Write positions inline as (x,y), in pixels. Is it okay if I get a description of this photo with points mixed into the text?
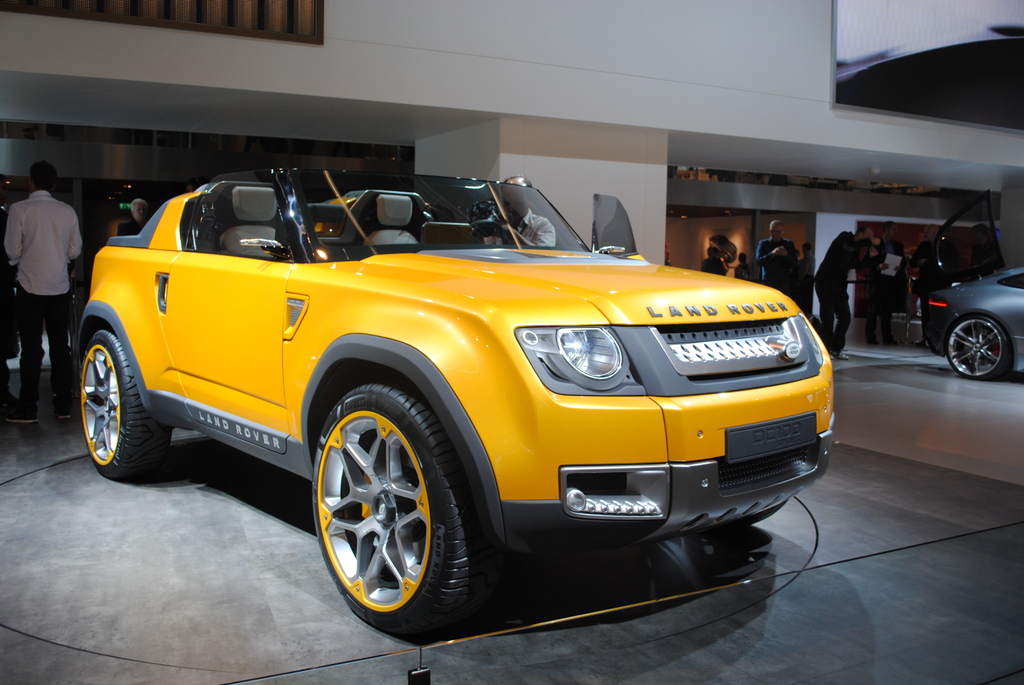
In this picture there are group of people (873,287) and there are vehicles (772,392) and there is text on the vehicle (780,308). At the back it looks like a door (90,240). At the bottom (212,513) there is a floor (176,443). In the foreground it looks like a wire (852,559). At the top right (850,25) there it looks like a screen (850,25).
